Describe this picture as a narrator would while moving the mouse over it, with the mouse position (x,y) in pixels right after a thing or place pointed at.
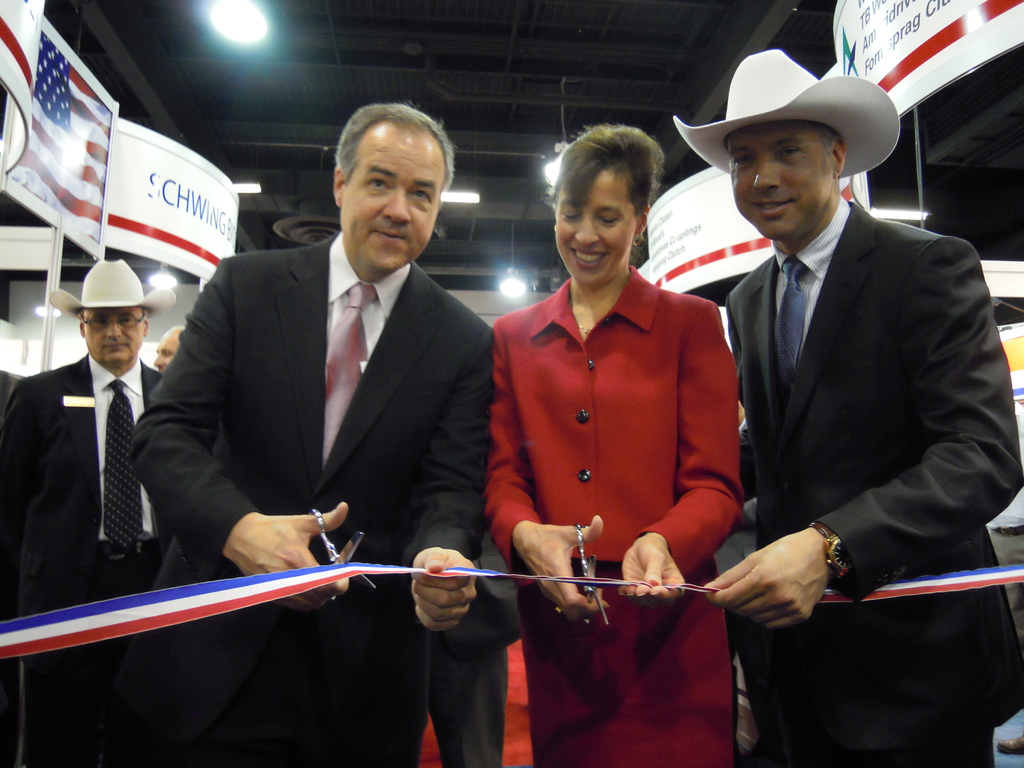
In this image there are two persons (941,401), in between the two persons (338,549) there is a woman (603,513), they are cutting a ribbon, behind the person (168,472) people (98,354) are standing, in the background (168,227) there are boards (153,246) and in the top (469,194) there are lights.
